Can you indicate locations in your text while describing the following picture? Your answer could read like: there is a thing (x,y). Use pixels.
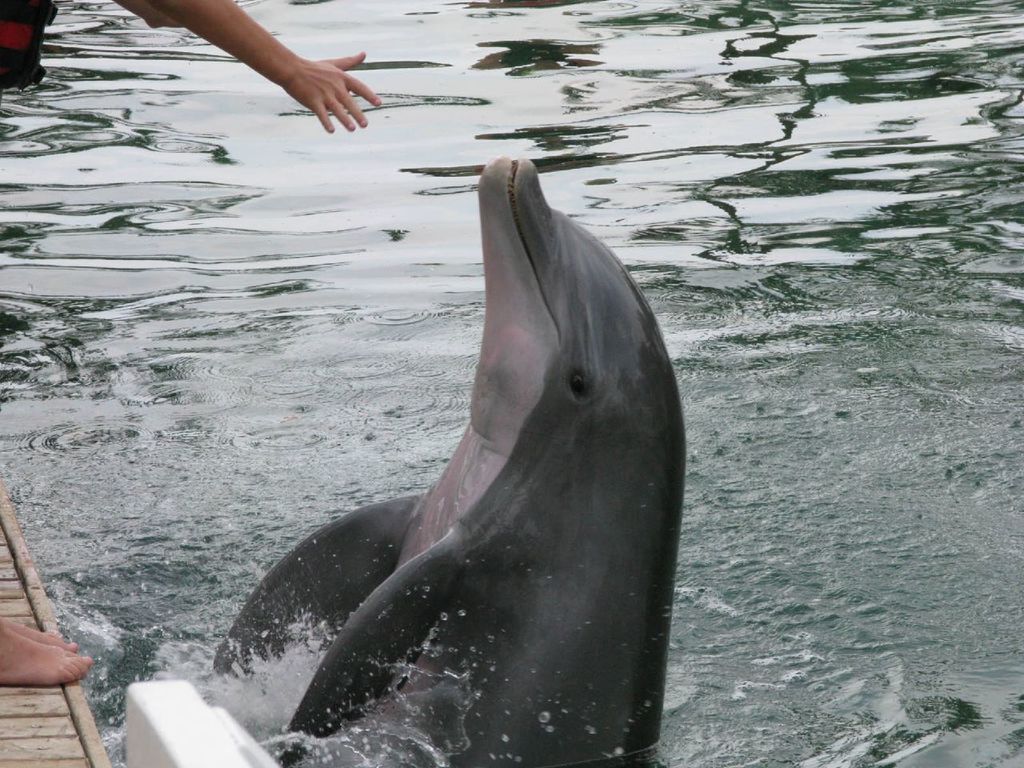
In this image there is a dolphin (625,460) in the water (749,146). To the left (43,645) there is a person (15,45) standing on the ground (47,728). There is water (612,159) in the image.
